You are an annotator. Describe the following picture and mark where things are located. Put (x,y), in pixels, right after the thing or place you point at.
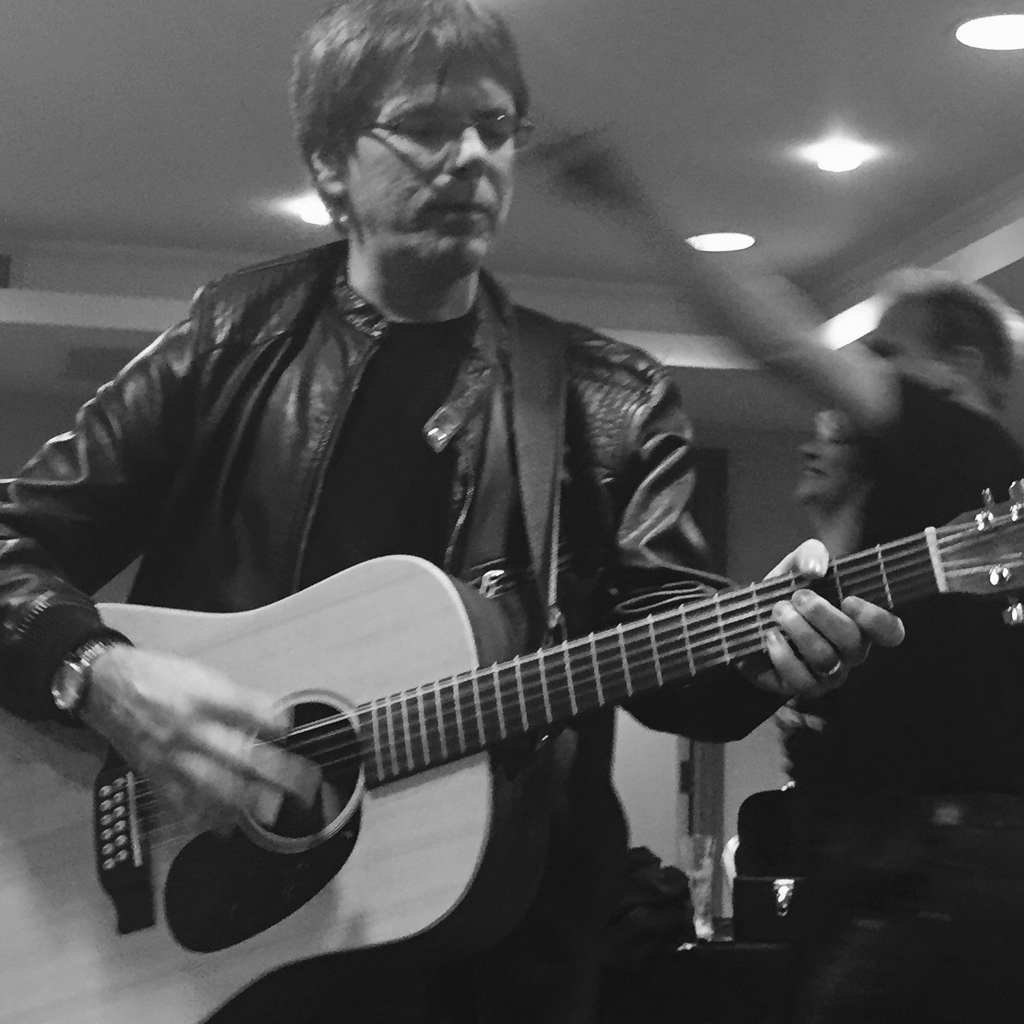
As we can see in the image there is a man (468,566) holding guitar (85,796).
